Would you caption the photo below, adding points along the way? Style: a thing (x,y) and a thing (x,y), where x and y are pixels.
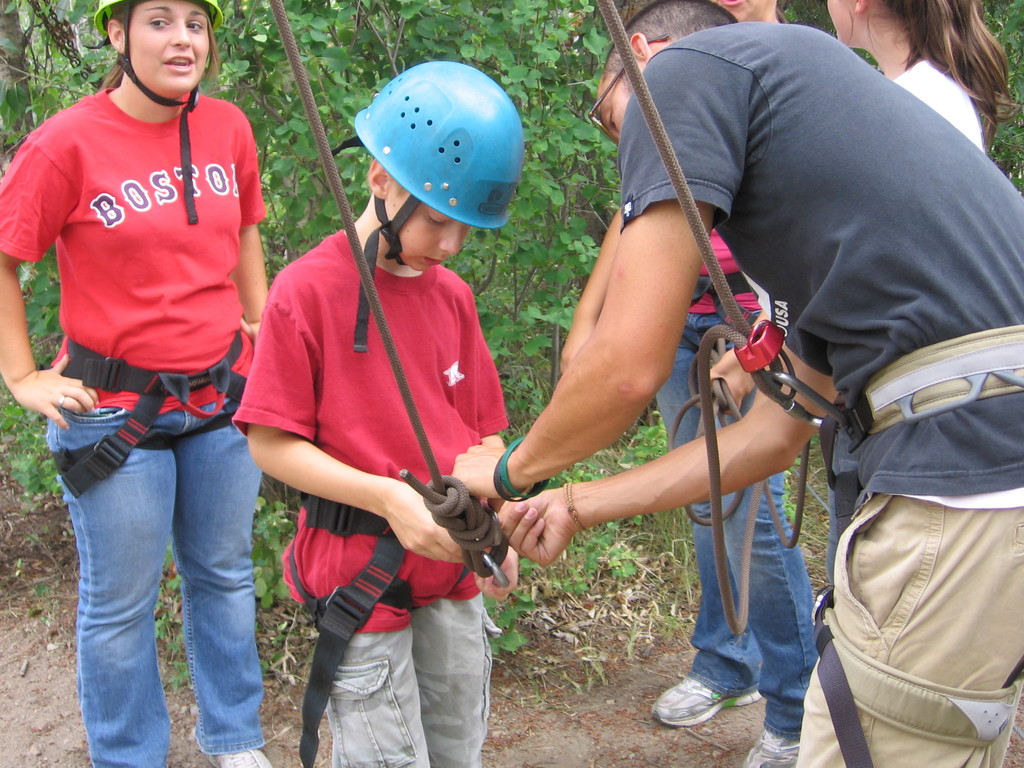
Here we have a kid (413,355) who is wearing a red T-shirt (369,410), grey jeans (400,698) and a blue colored helmet (406,158) and here on the right side (792,93) we have a man (792,93) who is wearing a grey T-shirt (824,200) and pant (899,658). This man (581,507) is tying the rope (440,495) probably for bungee jumping to the kid (362,391), and on the left side (149,295) we have a lady (110,201) wearing a red T-shirt (157,253), blue jeans (162,497) wearing helmet (104,10) on her. There are few plants (434,38).
